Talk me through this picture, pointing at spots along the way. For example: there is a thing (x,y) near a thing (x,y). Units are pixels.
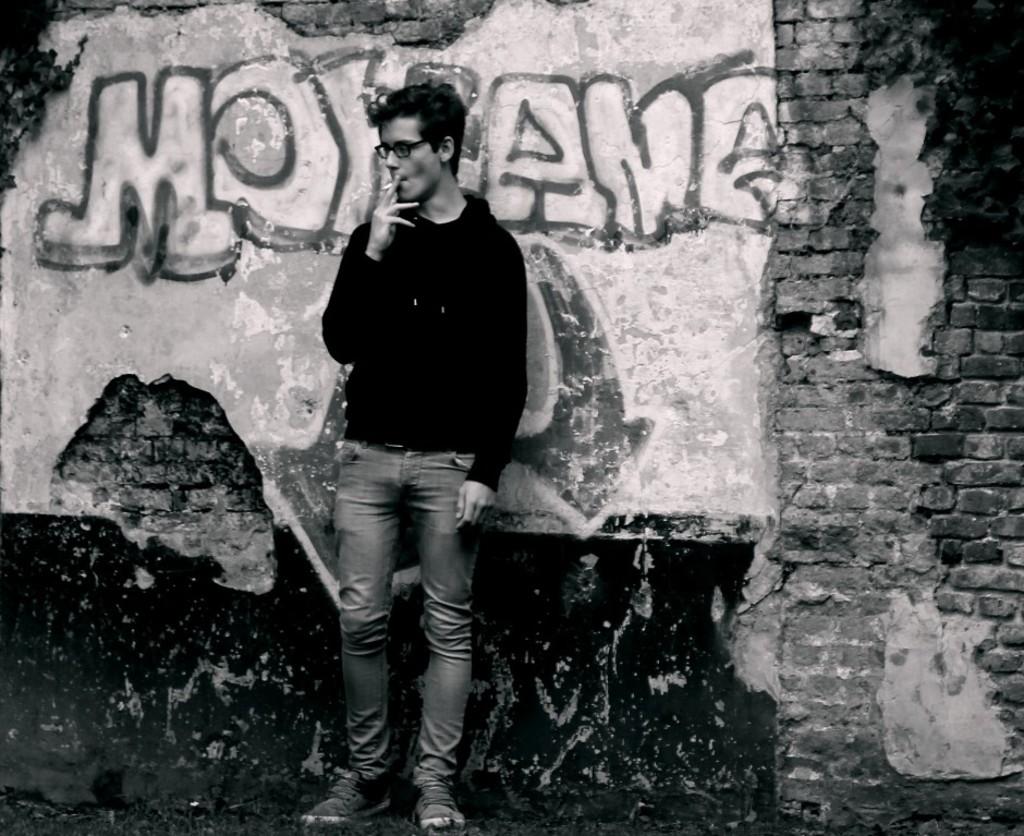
In this image we can see a person (421,515). A person (390,490) is smoking in the image. There is some text (248,194) written on the wall (241,259).
